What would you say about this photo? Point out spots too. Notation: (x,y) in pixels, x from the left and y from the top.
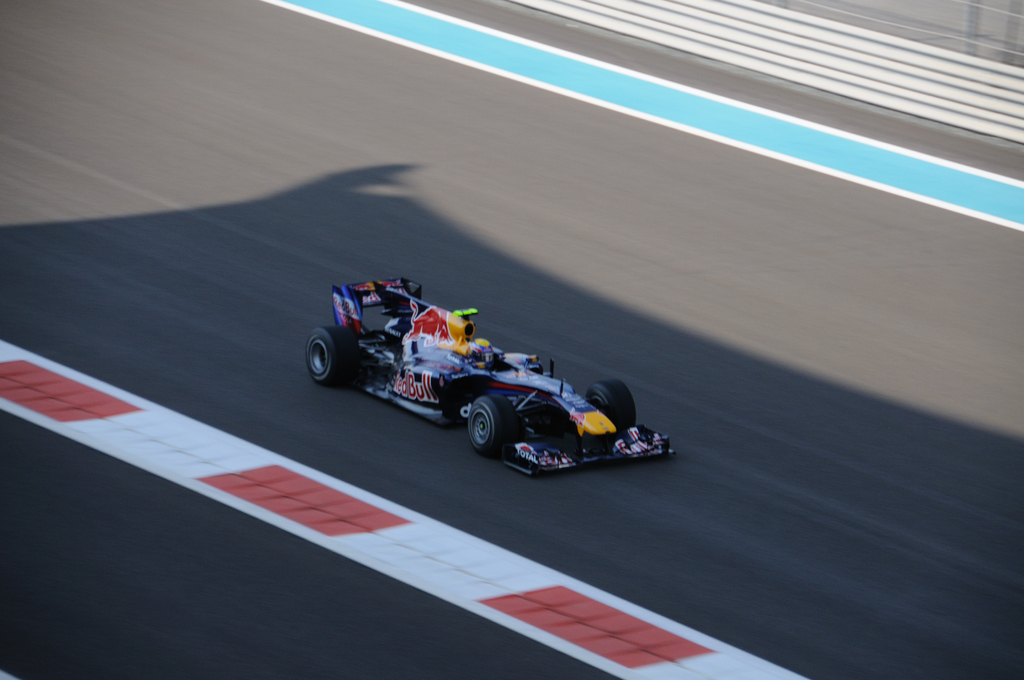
This image consists of a racing car (582,429). There is a road (768,644) in the middle (540,314). There is a person (480,353) in that car (448,418).
